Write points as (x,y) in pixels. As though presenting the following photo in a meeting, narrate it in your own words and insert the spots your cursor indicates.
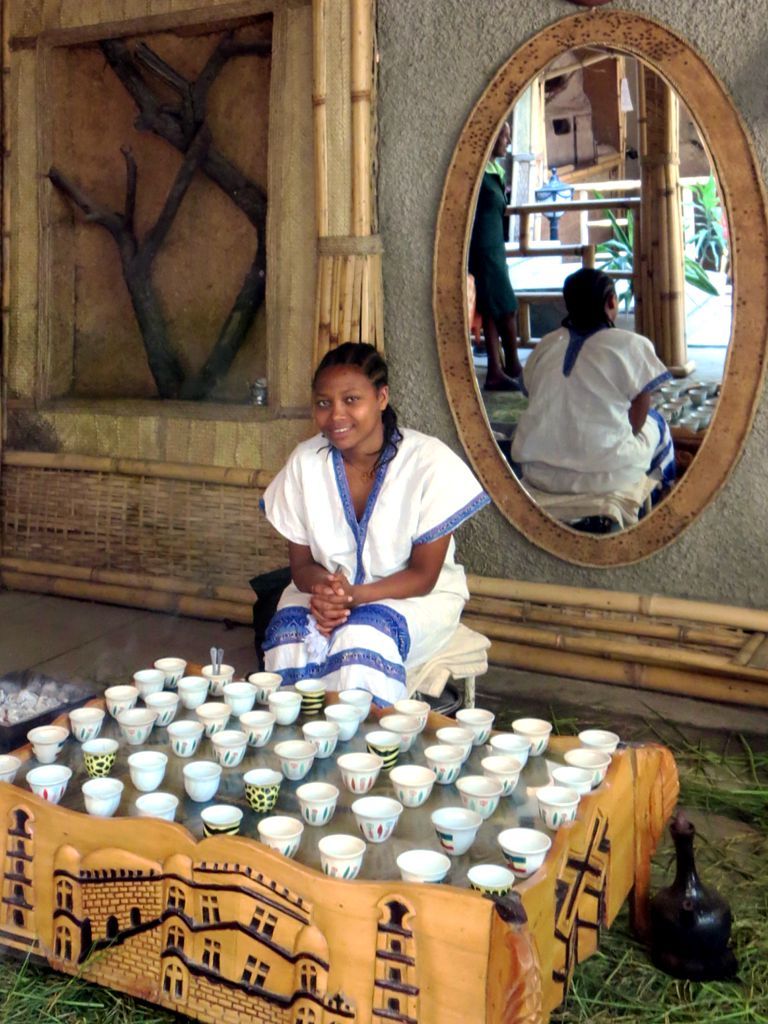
In this image in the center (365,501) there is one girl (365,484) who is sitting on a stool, and in front of her there are cups (166,799) on a box (616,792). And at the bottom (663,988) there is grass (725,809) and some object (698,892) and there is floor (709,832), in the background (619,386) there is wall (422,331), mirror (574,177) and truncated tree (252,322) and some wooden sticks (184,462).
